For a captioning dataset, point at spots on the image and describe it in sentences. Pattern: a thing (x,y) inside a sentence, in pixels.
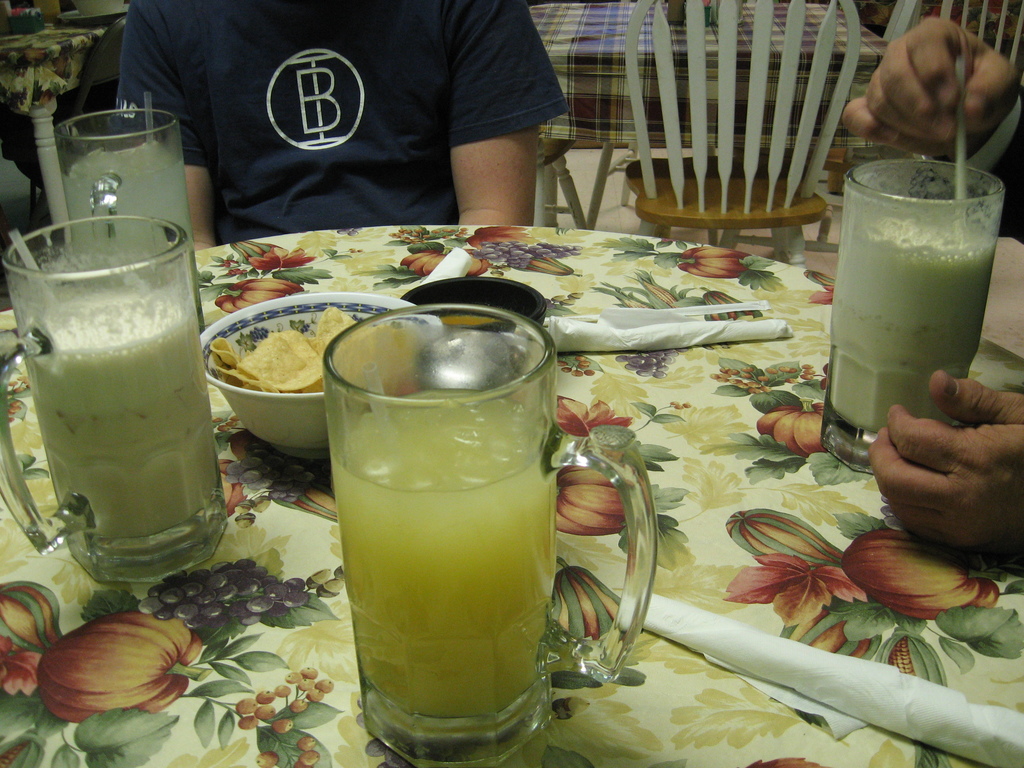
Here on a table (236,432) we can see a bowl (371,313) with food item (322,353) in it, tissue papers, four glasses (165,467) with liquid (116,282) in it. In the background (482,144) there is a person (196,38), chairs (678,155), objects (105,17) on tables (604,67) and on the right (958,490) we can see a person hands (943,489).
